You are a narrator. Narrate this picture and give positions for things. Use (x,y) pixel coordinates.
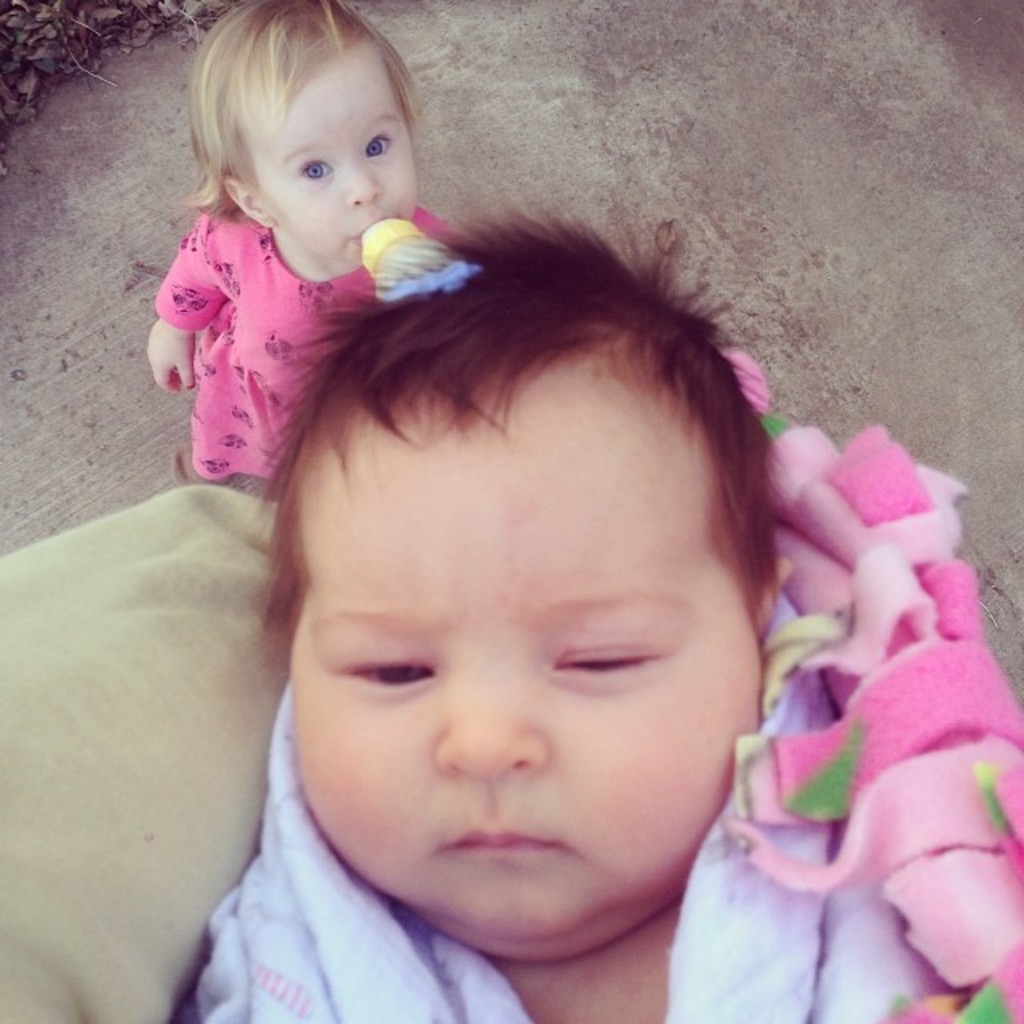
In front of the picture, we see a baby (456,816). Beside her, we see a cloth (103,643) in white color. Behind her, we see a girl (255,333) in pink dress (255,344) is standing and I think she is drinking the milk (370,229). In the left top (123,45), we see the plants (100,60).
